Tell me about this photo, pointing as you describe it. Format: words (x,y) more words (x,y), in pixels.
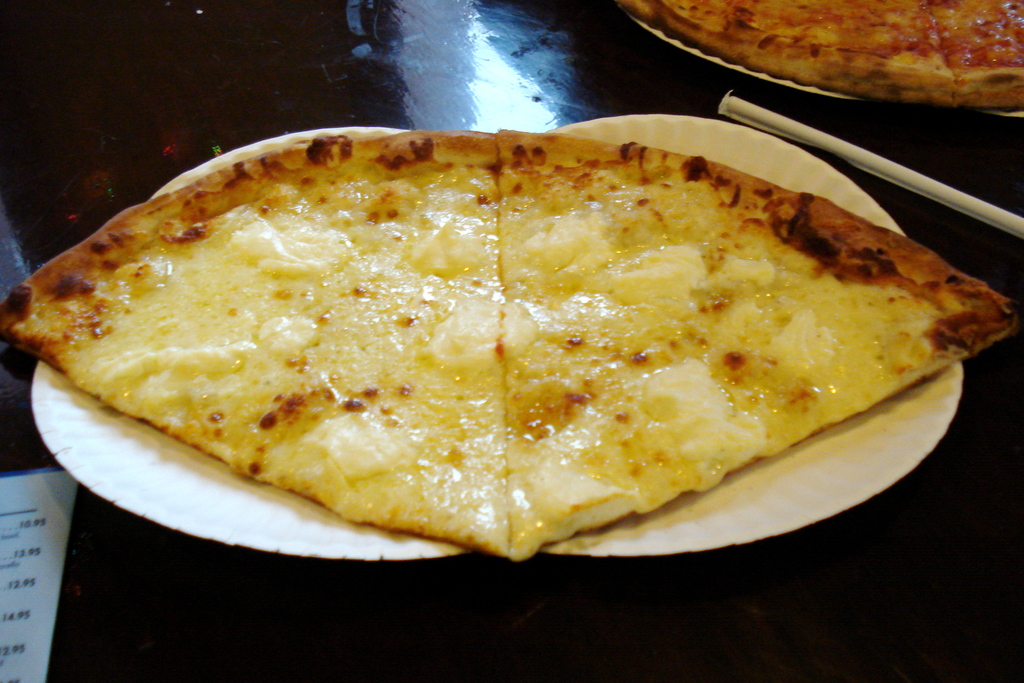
In this picture we can see food (894,32) in the plates (796,176).
